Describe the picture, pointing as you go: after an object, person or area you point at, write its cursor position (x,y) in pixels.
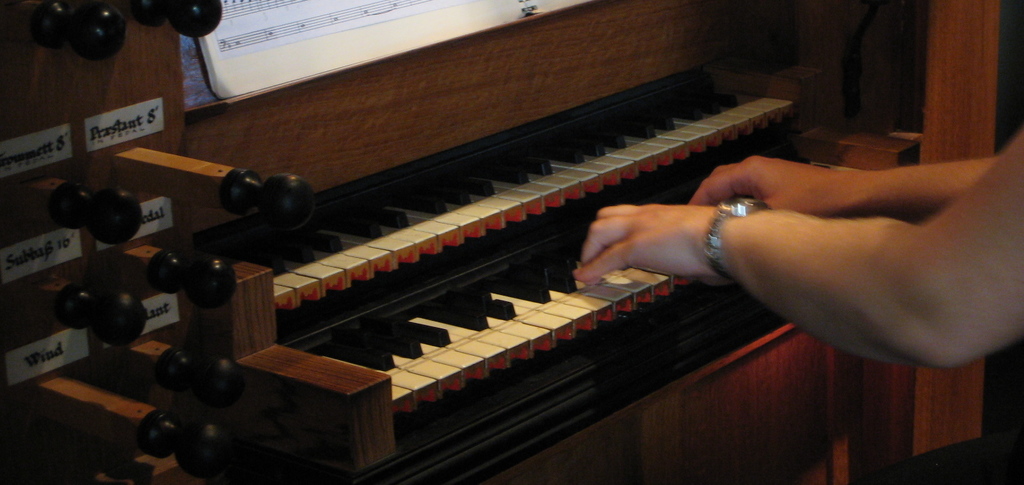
In this image I see a person's hand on the piano (328,134) and I see a book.
